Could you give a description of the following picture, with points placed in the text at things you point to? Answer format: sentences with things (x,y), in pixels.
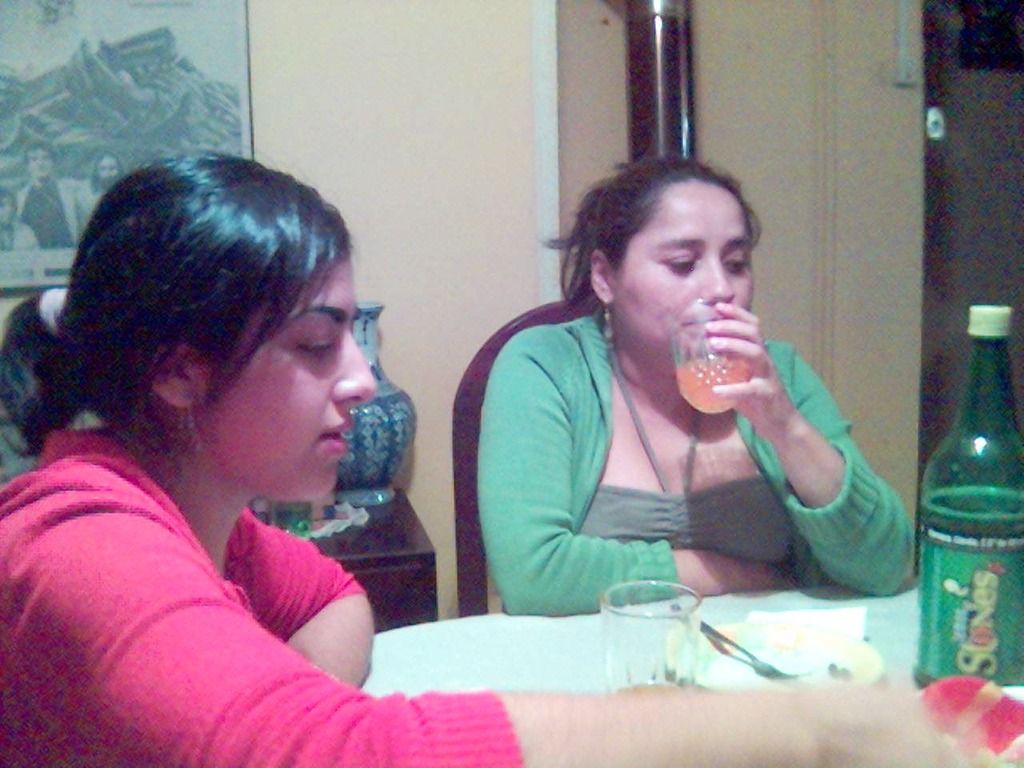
This is a picture of two women (614,452) seated at a dining table (870,601) and having food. In the foreground (565,687) a woman (318,687) is wearing pink hoodie (261,642). In the center (529,445) there is a woman (540,426) holding glass (746,373). To the right (1011,456) there is a bottle (962,616), a plate (724,660), a spoon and a glass (616,643) on the table (515,648). In the background (468,111) there is a wall (462,111). the center of the image (386,435) there is a desk (383,546), on the desk (382,527) there is a flower vase (386,469). To the left (94,68) there is a frame (93,71).
